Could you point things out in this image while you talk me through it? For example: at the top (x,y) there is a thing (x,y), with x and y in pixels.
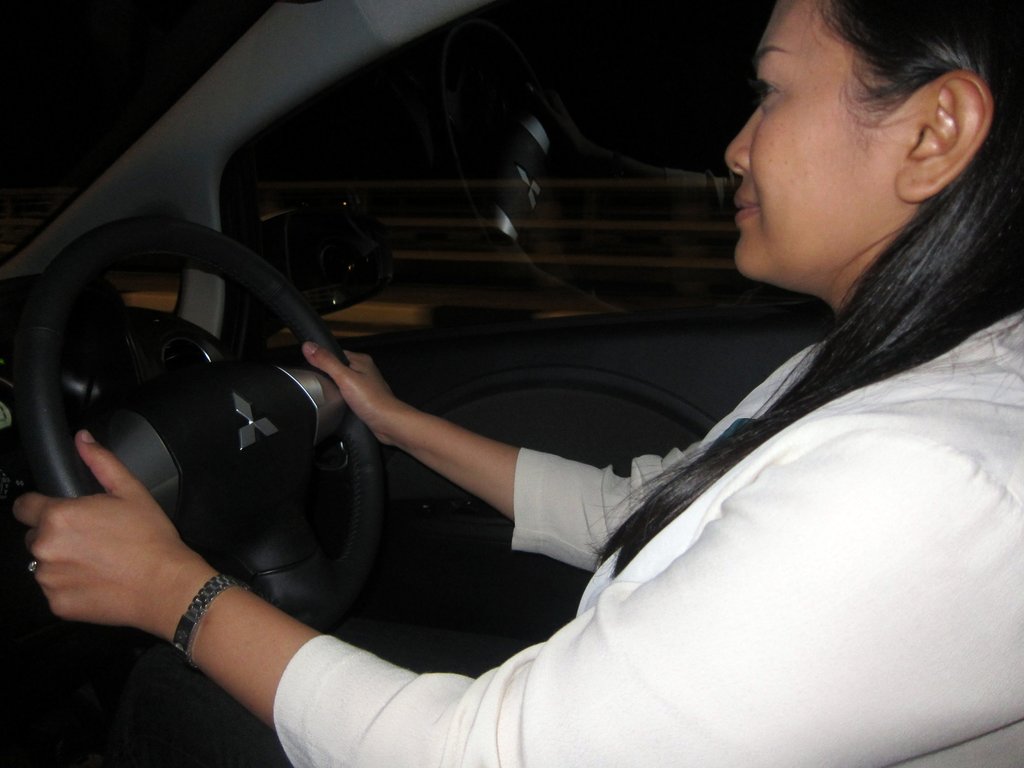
In the picture we can see a woman (946,697) driving a car (307,248) holding a steering (217,425) which is black in color and she is wearing a white dress (838,682).
